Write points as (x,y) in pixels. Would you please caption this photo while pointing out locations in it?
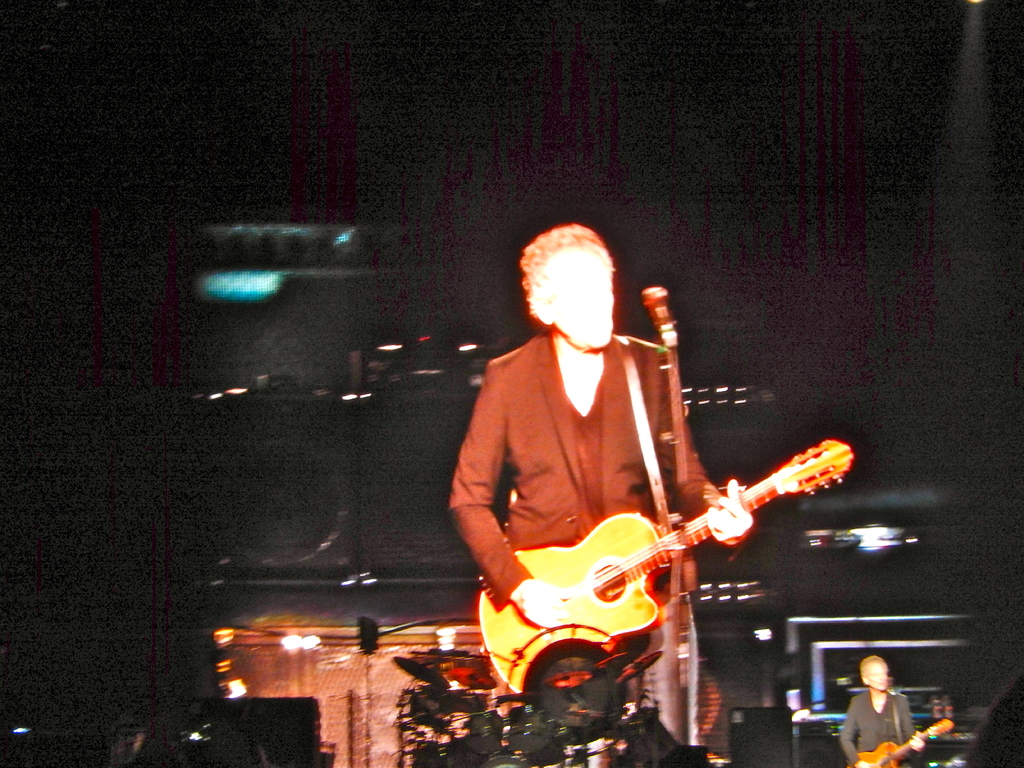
Background (750,206) is very dark. In this picture we can see two men (635,424) standing in front a mikes (679,397) and playing guitars (665,558).
